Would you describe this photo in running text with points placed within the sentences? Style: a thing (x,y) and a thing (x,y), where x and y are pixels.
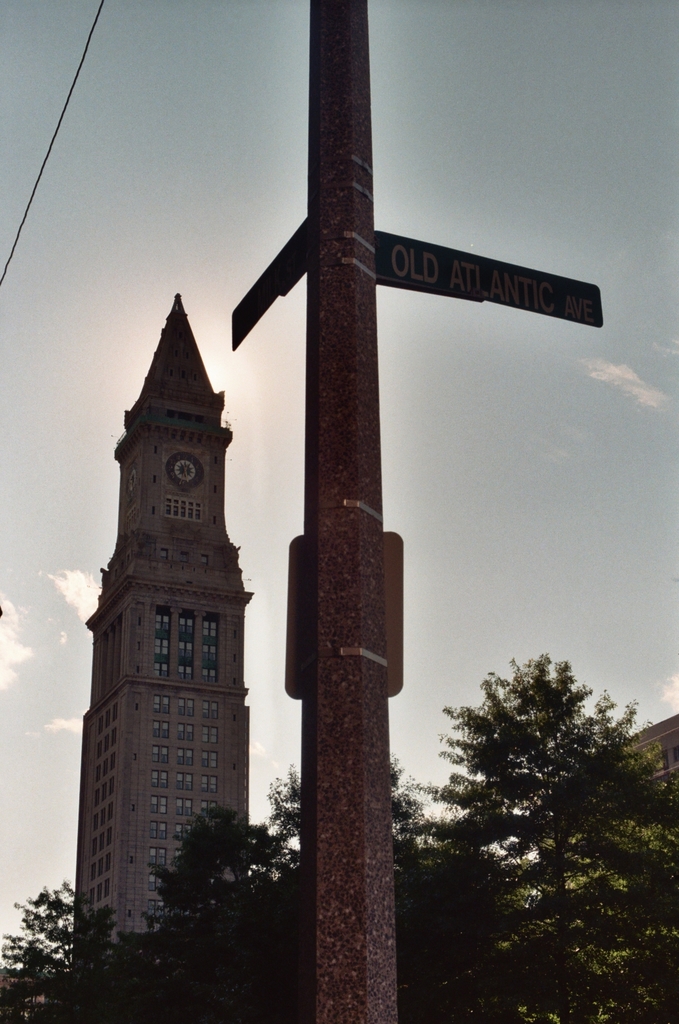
This picture is clicked outside. In the center (227,577) we can see the boards (383,233) attached to the pole (351,172) and we can see the trees (634,808) and a spire (166,637) and we can see a clock (188,479) hanging on the spire (182,510). In the background (567,497) we can see the sky (646,246) and a cable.
